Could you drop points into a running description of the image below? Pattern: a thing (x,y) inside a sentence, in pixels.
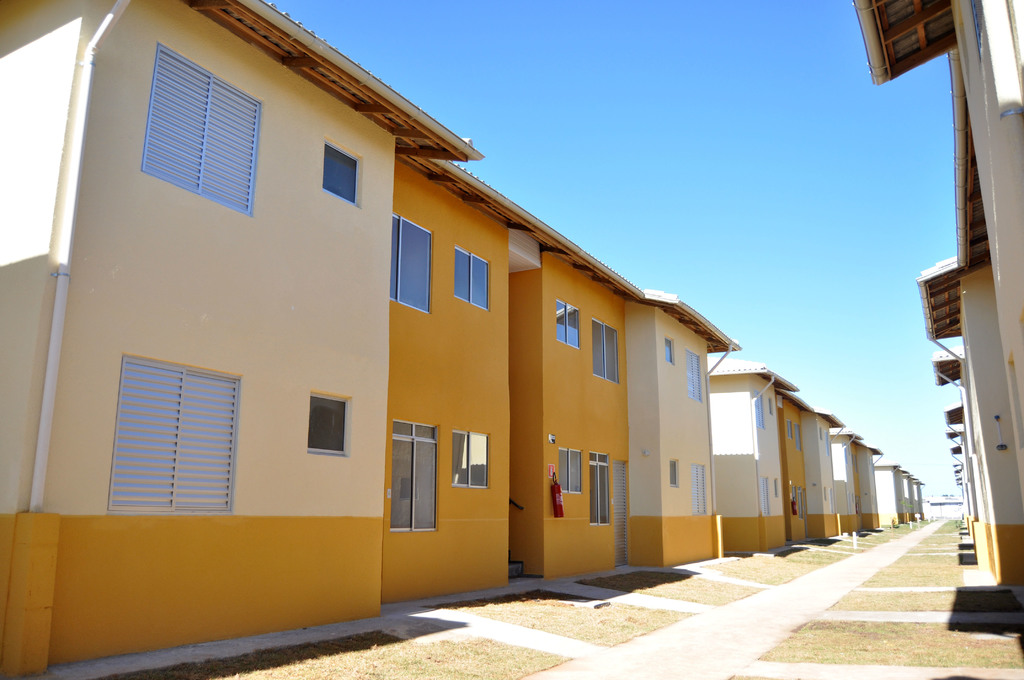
In this picture we can see houses (708,494) in line with yellow colored wall (464,368). These are the windows (458,440). There is an fire extinguisher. This is the road (725,620) and there is a sky (651,176).
